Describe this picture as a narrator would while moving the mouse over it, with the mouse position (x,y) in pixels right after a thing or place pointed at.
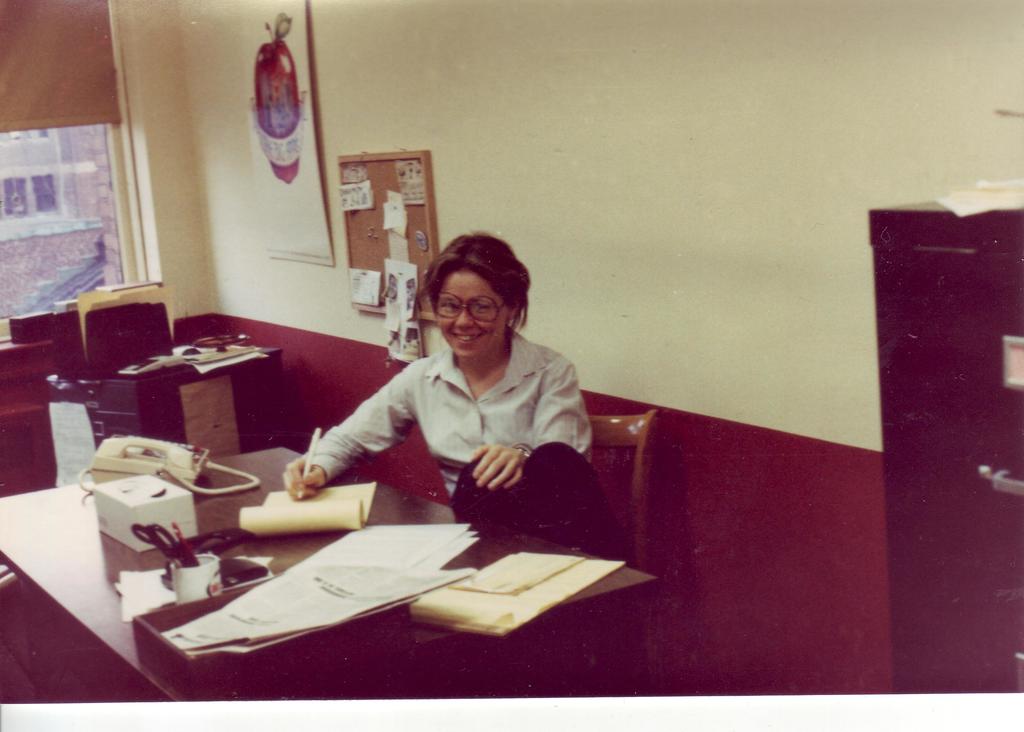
This picture shows a woman (512,432) sitting in the chair (634,425) in front of a table (452,564) on which some papers (310,563), pens (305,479), scissors (155,538) and some accessories (127,531) were placed. In the background (382,230) there is a board (413,223) to which some papers (388,291) were stuck and we can observe a wall (488,97) here and a window (52,204).
